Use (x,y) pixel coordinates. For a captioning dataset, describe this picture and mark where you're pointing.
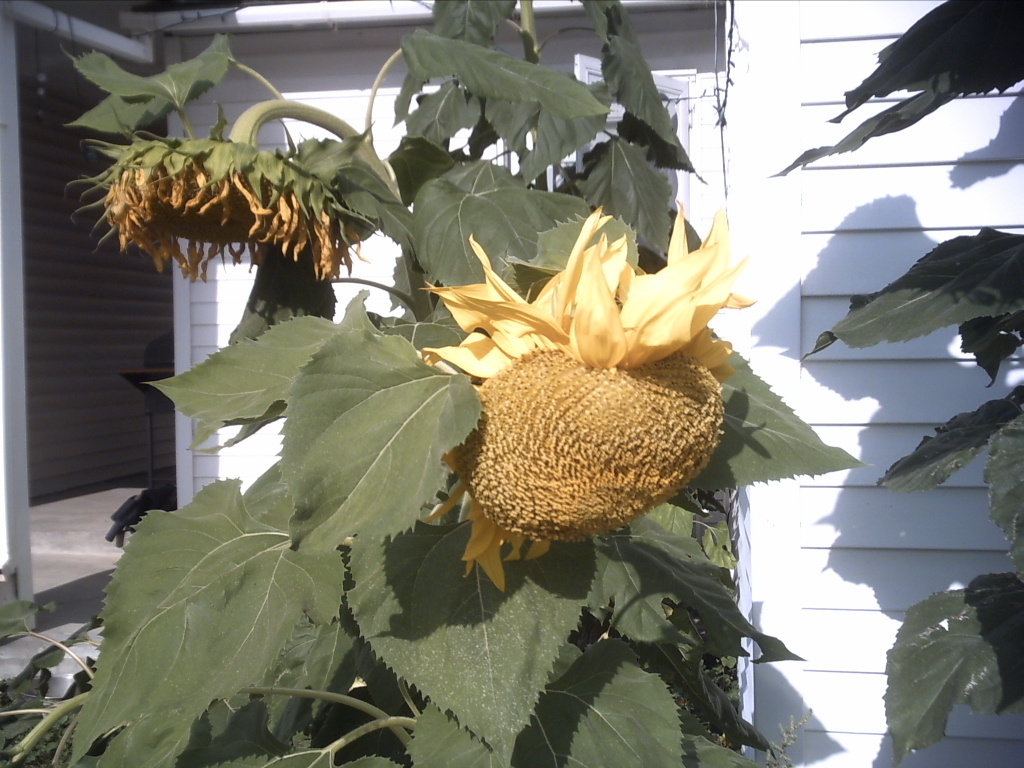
In this picture I can see flowers (556,407) and plants (1002,280), in the background (758,83) it looks like a wooden house (800,559).
